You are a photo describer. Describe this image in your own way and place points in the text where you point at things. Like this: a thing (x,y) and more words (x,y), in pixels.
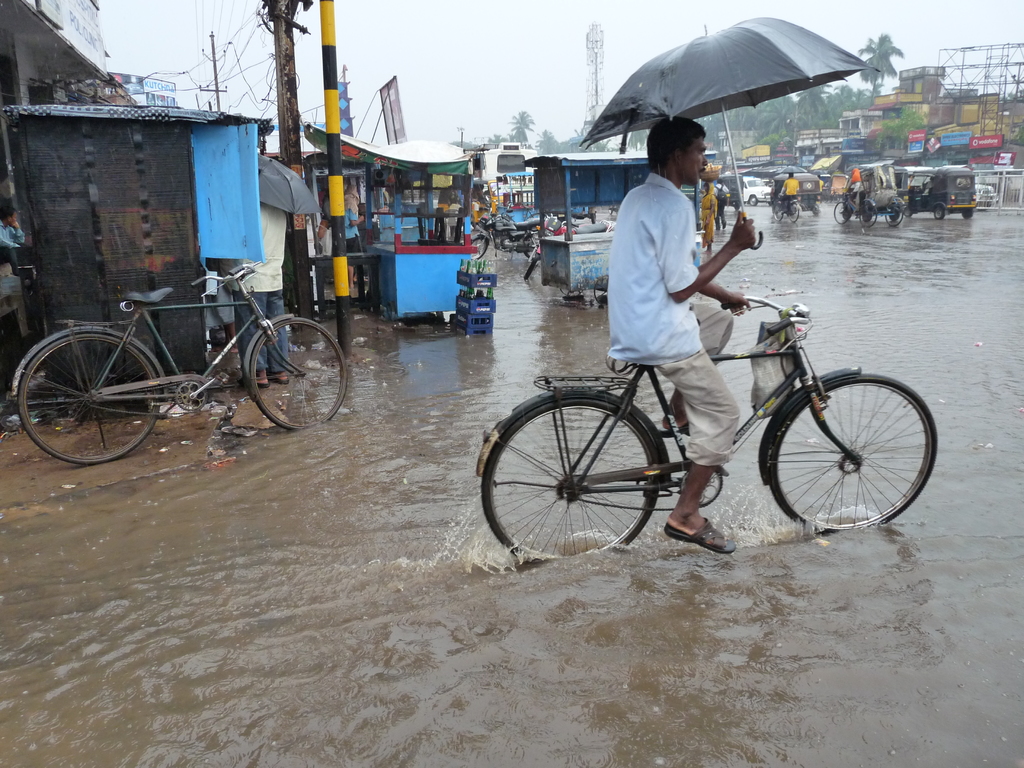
In this image I see man (681,308) who is on the cycle (931,445) and he is holding an umbrella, I can also see there is water (841,690) over here. In the background (555,243) I see another cycle (149,300), few stalls (249,167), poles (329,112), vehicles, trees (776,99) and the road (580,340).
